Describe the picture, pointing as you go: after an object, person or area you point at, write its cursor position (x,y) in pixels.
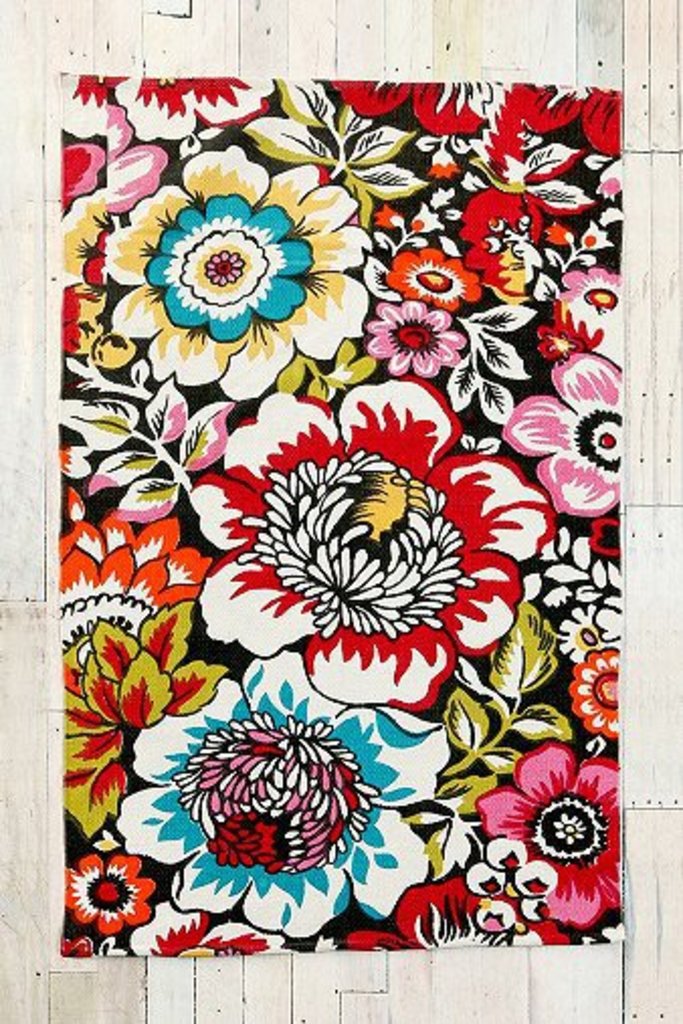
In the image in the center (356,627) we can see one colorful cloth (359,359) on the wooden wall (43,823).
